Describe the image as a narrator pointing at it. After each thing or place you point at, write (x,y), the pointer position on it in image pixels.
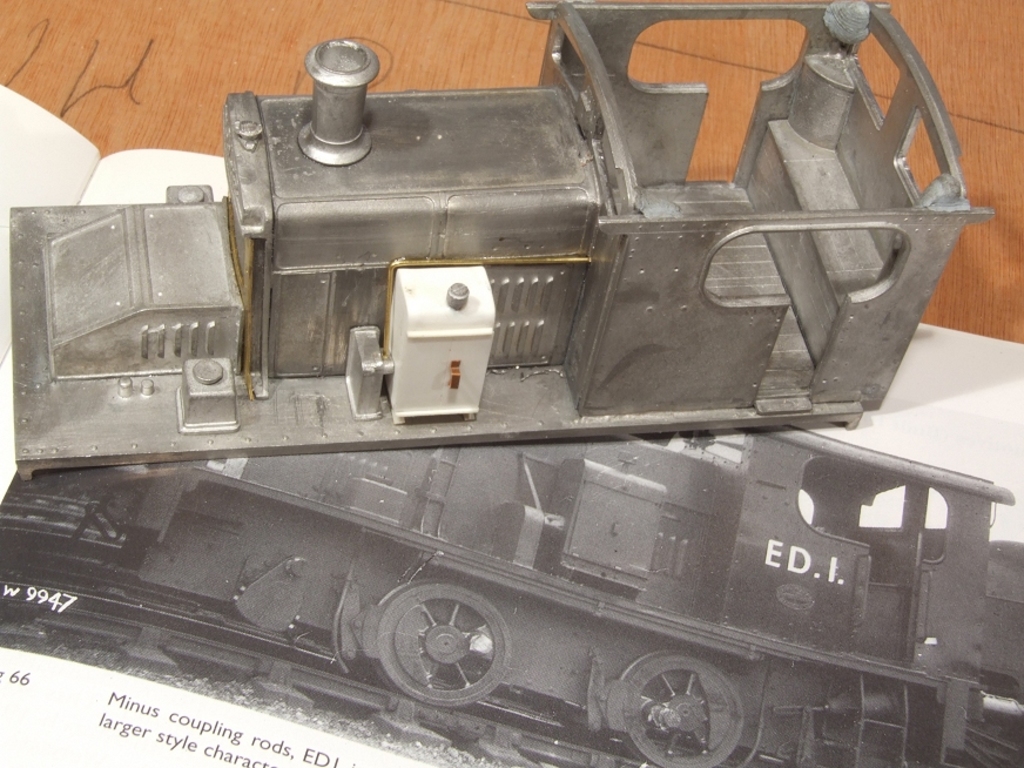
There is a toy engine (945,145) on a page (462,491) of a book (45,497). This page (387,542) is having an image (206,495) and text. In the image, there is a train (860,653) on the railway track (195,627). And this book (792,434) is on the wooden table (138,101).
